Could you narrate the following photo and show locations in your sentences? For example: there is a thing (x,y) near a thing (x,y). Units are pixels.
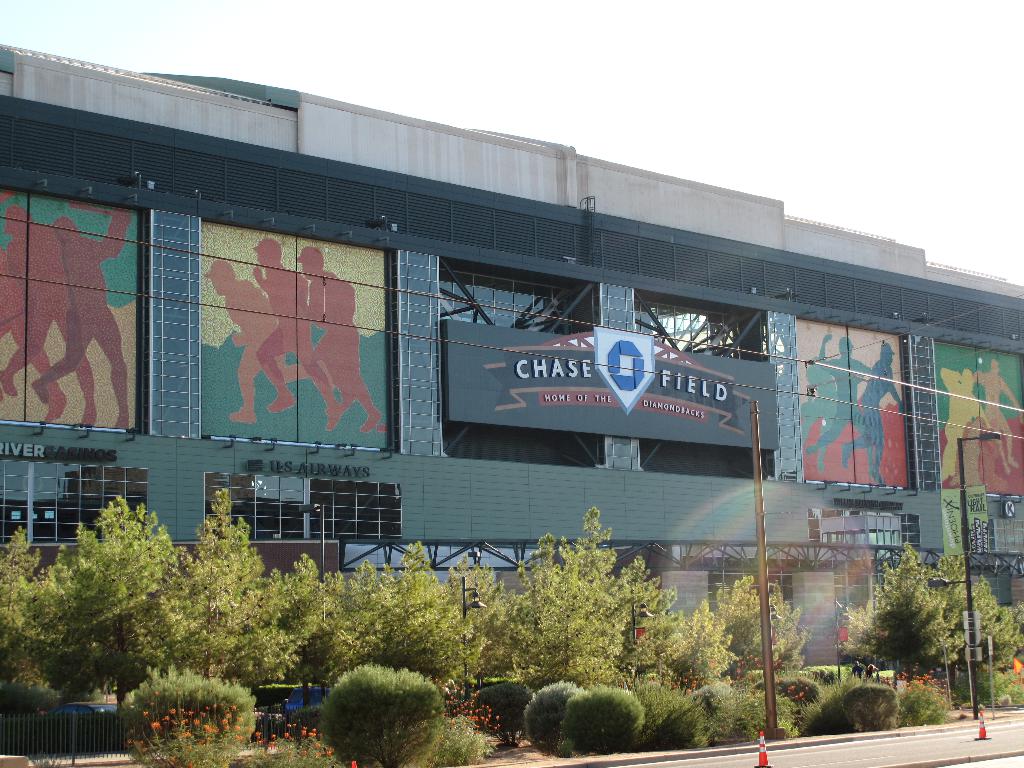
In the image there is a baseball park (489,436) and in front of that there are many plants (452,682) and trees (980,671).
